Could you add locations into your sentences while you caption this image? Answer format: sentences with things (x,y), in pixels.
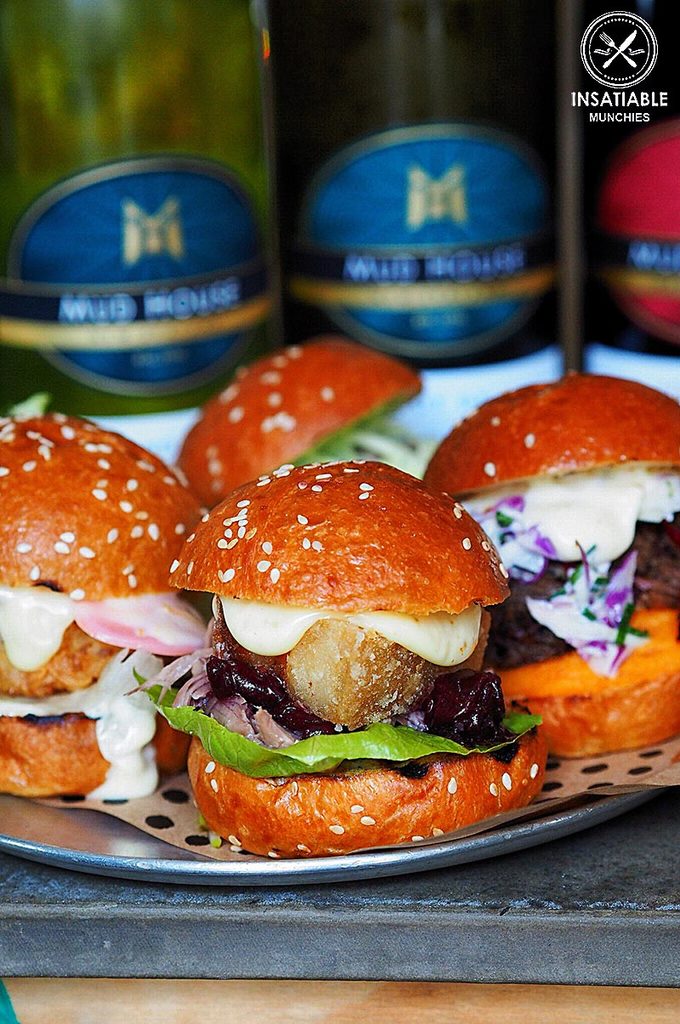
In this image we can see some burgers (207,480) in a plate (594,774) which is placed on the surface (250,934). On the backside (363,263) we can see some bottles (363,288) and some text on it.
